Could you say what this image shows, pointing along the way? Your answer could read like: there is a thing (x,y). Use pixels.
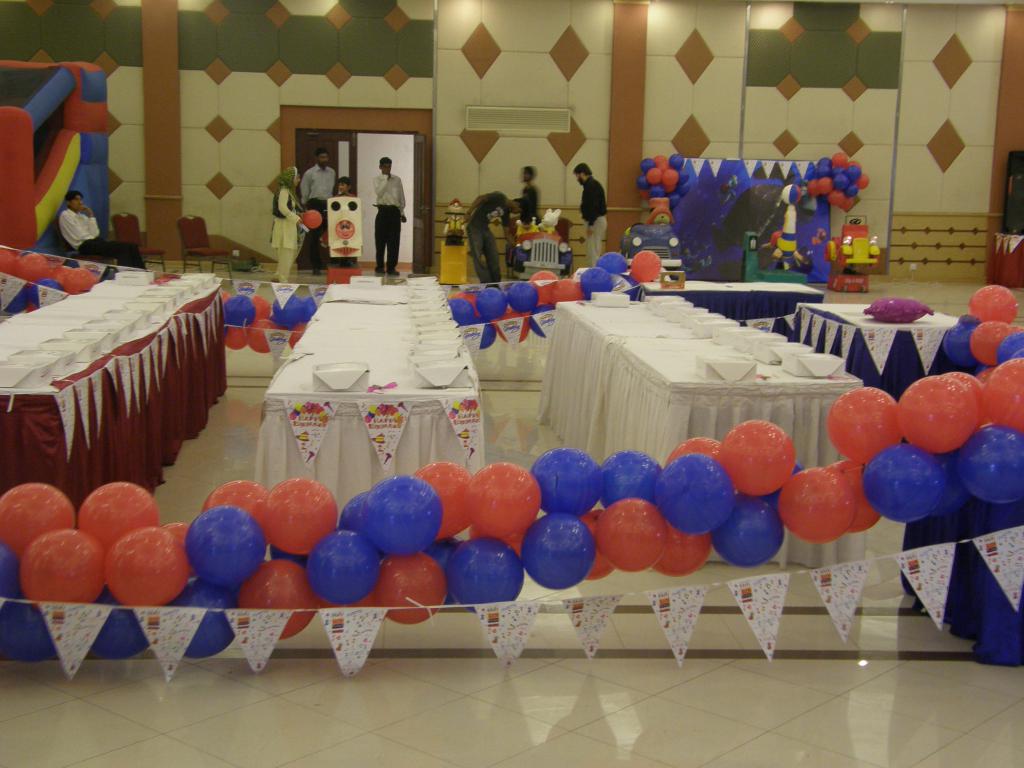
Here in this picture we can see number of tables (269,416) present on the floor (261,364) and we can also see number of boxes (334,368) on it and beside that on either side we can see balloons (112,517) and decoration papers (282,616) hanging and in the far we can see number of people (319,203) standing on the floor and on the left side (94,254) we can see a person (87,241) sitting on chair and we can also see other number of chairs (187,234) present and we can see there also some part of place (730,187) is decorated with balloons (656,182).
